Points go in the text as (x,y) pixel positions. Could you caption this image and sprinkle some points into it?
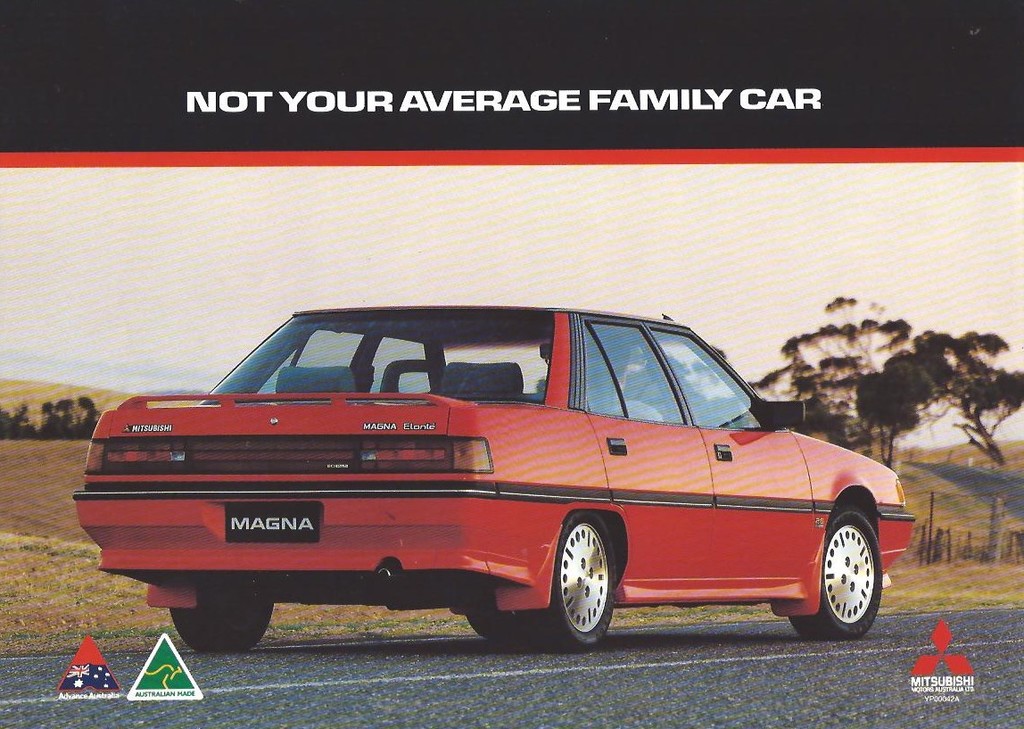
In this image there is a poster (672,440), there is text (289,106) towards the top of the image (408,114), there is text (163,694) towards the bottom of the image (188,692), there is the sky (659,243), there are trees (911,372), there is the road (357,696) towards the bottom of the image (610,674), there is a car (618,489) on the road (484,700).
